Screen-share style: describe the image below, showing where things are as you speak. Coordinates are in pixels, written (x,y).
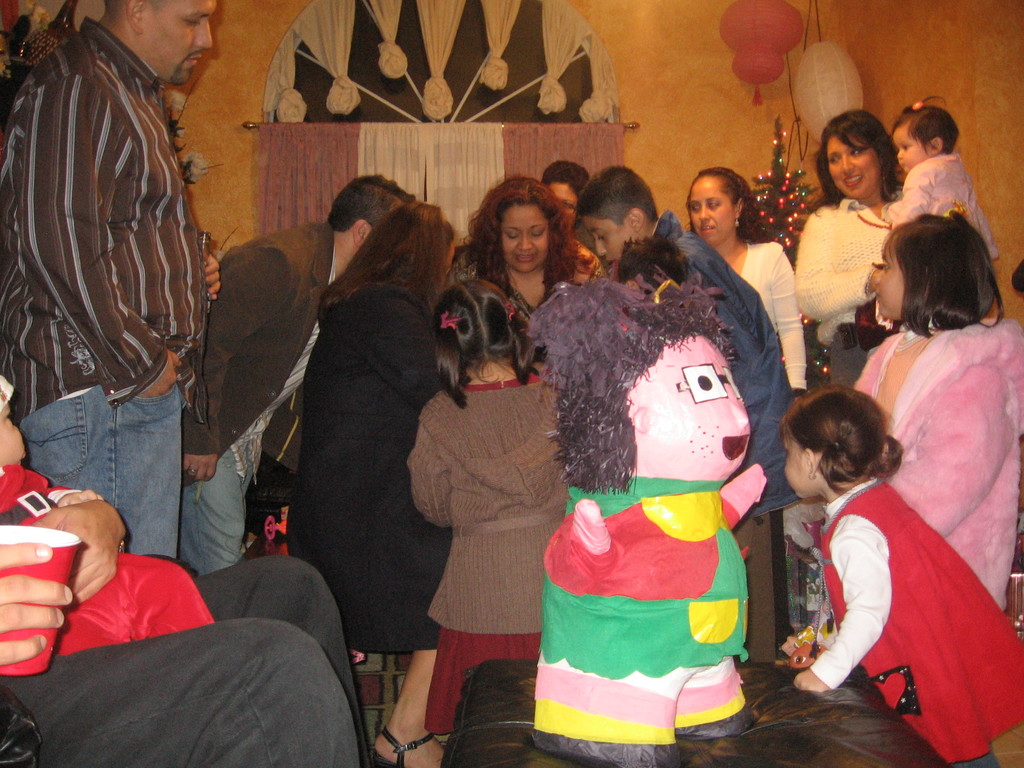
In this picture I can see group of people (209,502). I can see a tree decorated with lights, paper lanterns (854,81), toy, window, curtains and some other objects (74,3), and in the background (660,42) there are walls (633,99).
